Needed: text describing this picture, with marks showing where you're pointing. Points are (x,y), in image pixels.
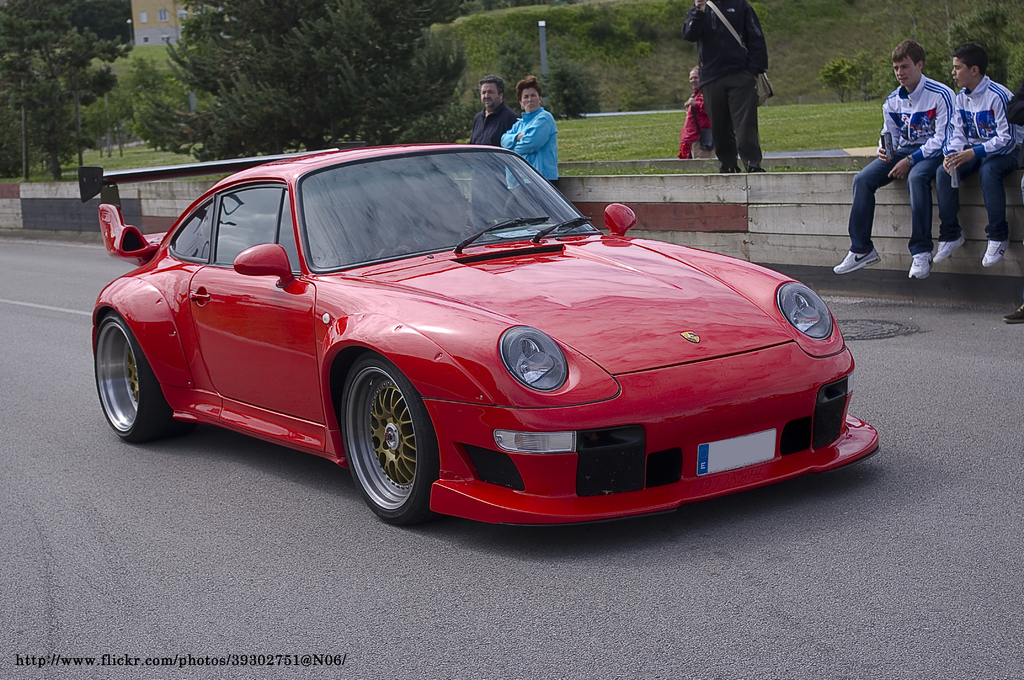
In this image we can see a group of people (957,244). In the center of the image (488,372) we can see a car (426,390) parked on the ground (161,636). In the background (584,57), we can see a group of trees (573,89), grass (612,142) and some poles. At the top of the image (134,20) we can see a building (135,7) with windows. At the bottom of the image (156,658) we can see some text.
